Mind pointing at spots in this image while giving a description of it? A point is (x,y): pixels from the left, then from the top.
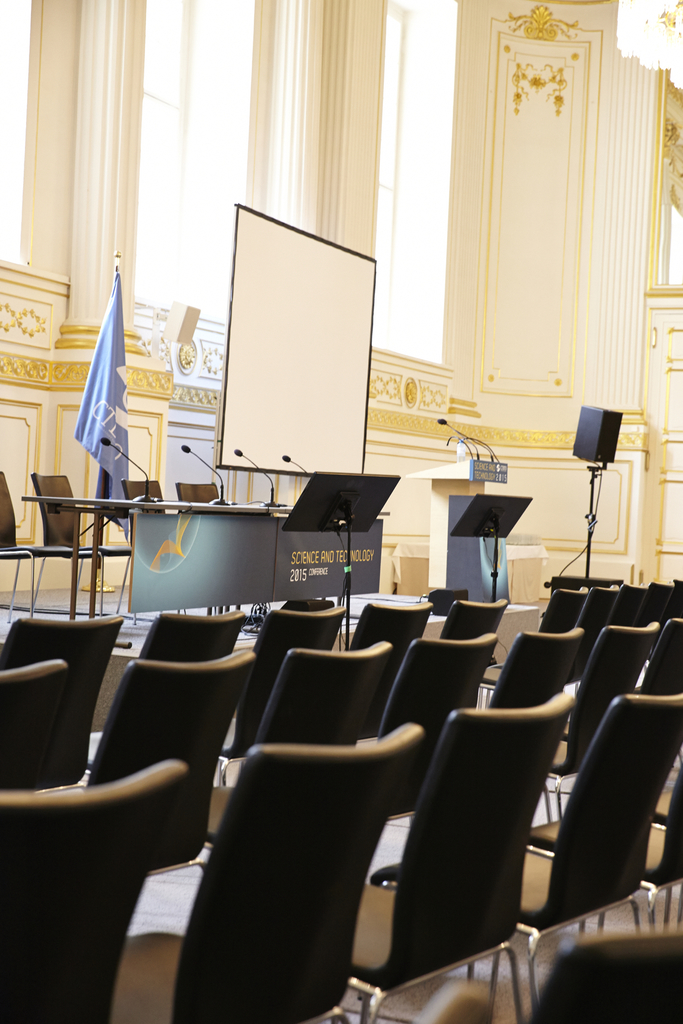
This is the picture of a building (517,227). In the foreground (126,793) there are chairs (369,744). At the back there are microphones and there is a board (163,575) on the table (147,607), there is text (305,558) on the board (323,556). There are chairs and there are microphones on the podium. There is a flag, screen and speaker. At the top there is a chandelier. At the bottom (609,916) there is a floor (429,982).
